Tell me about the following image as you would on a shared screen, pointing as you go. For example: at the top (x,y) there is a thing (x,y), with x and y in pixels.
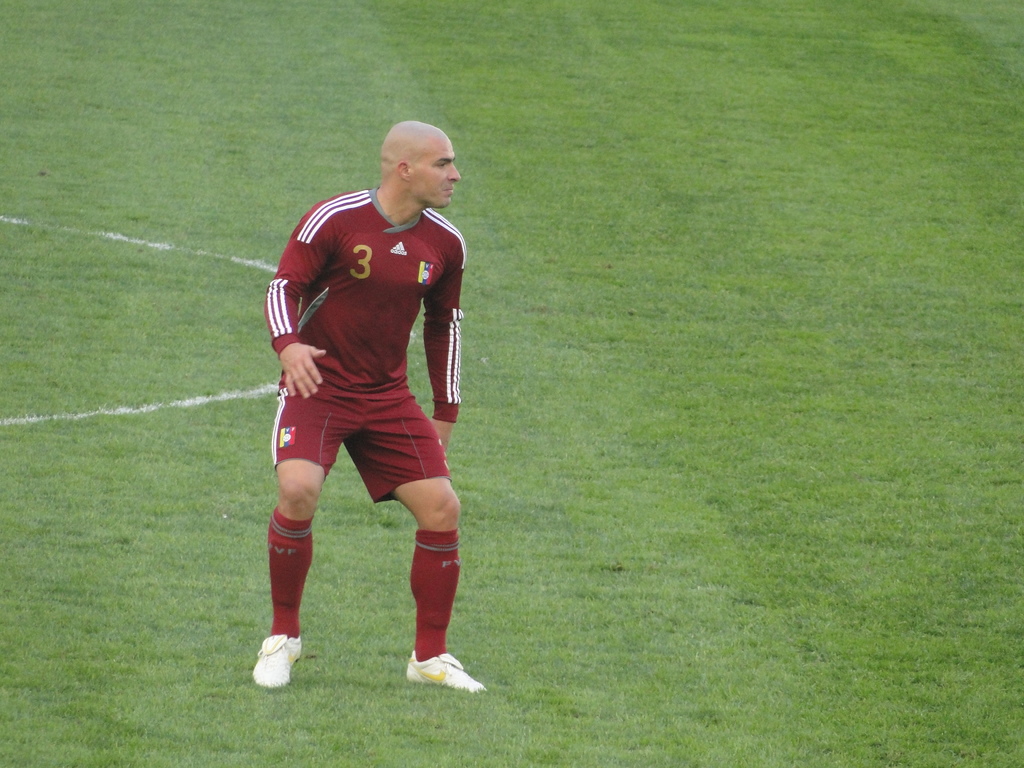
In this image I can see a person (451,286) is standing and wearing maroon and white color dress (349,349) and white shoes (277,666). He is standing in the ground (593,457).
